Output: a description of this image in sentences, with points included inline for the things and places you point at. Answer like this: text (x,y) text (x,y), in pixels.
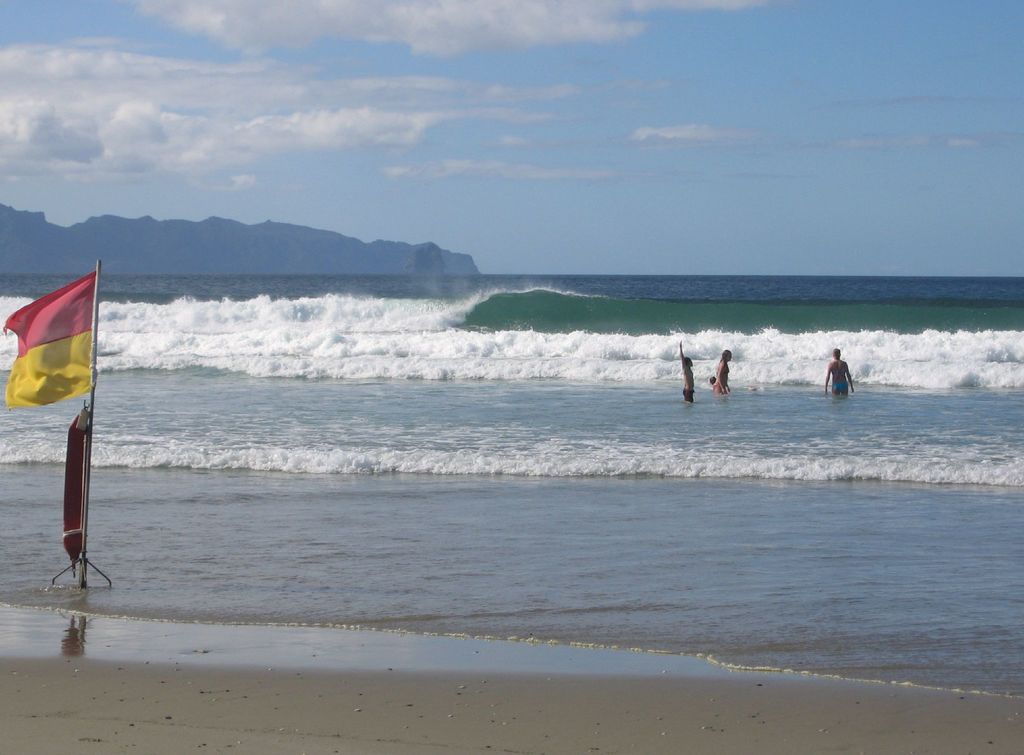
This picture is clicked outside. On the left (59,360) we can see a flag (79,346) and an object (78,527) attached to the metal rod (84,545). In the center (665,404) we can see the group of persons (840,365) and the ripples (465,318) in the water body (751,351). In the background (745,199) we can see the sky (498,85), clouds (112,69), hills (375,251) and some other objects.
